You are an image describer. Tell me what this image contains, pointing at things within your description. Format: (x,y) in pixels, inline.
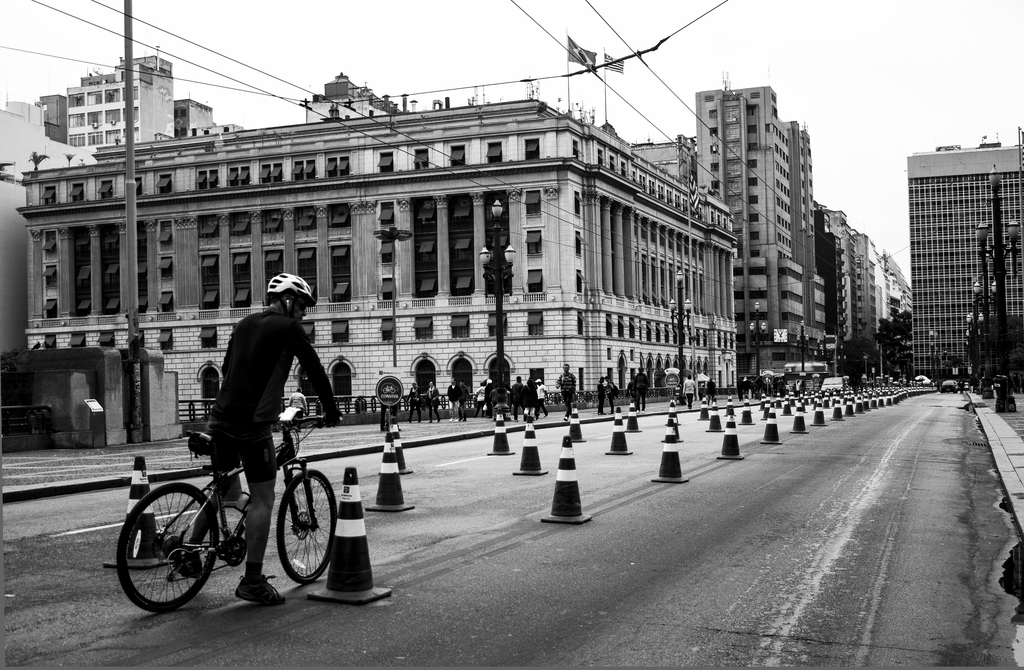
In this image we can see a man (257,531) riding a bicycle (206,554) by wearing a helmet (292,285) on his head (286,310). There are many road blocks (347,524) placed on the road (646,478). In the background (751,222) there are few buildings (634,231). This is an electric pole (130,130) with wires (577,72).
